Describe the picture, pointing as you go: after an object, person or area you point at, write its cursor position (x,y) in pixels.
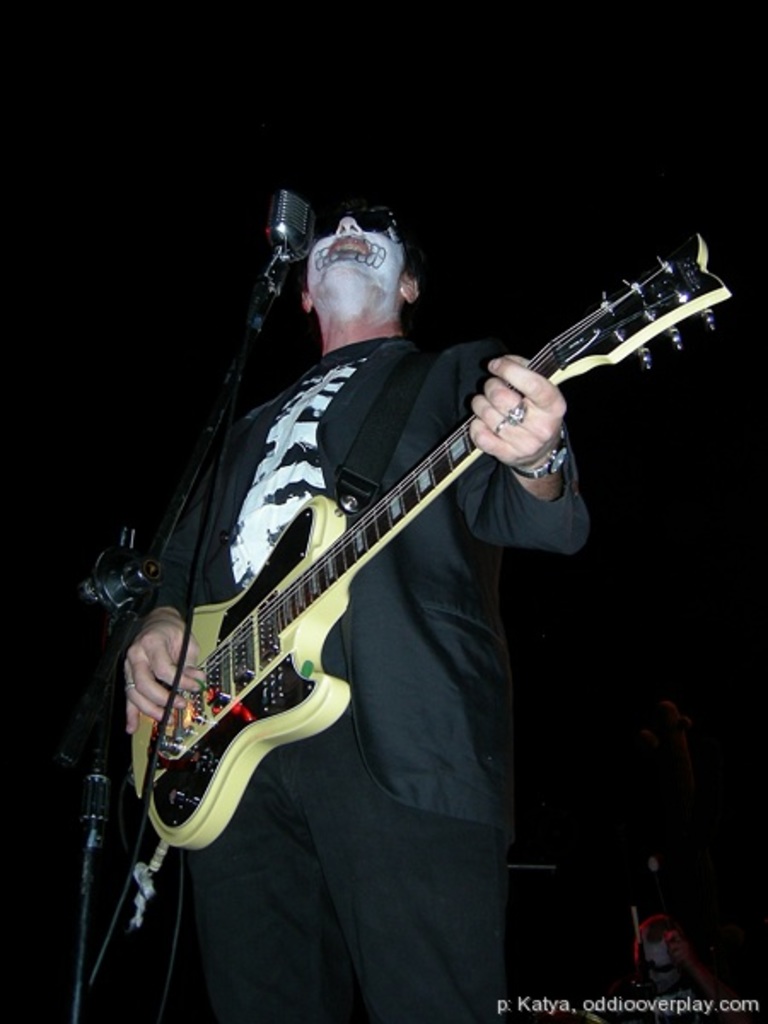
In the center of the image (474,518) we can see a man (397,306) standing and playing a guitar (180,732), before him there is a mic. We can see a face painting (353,289) on his face (384,250).
